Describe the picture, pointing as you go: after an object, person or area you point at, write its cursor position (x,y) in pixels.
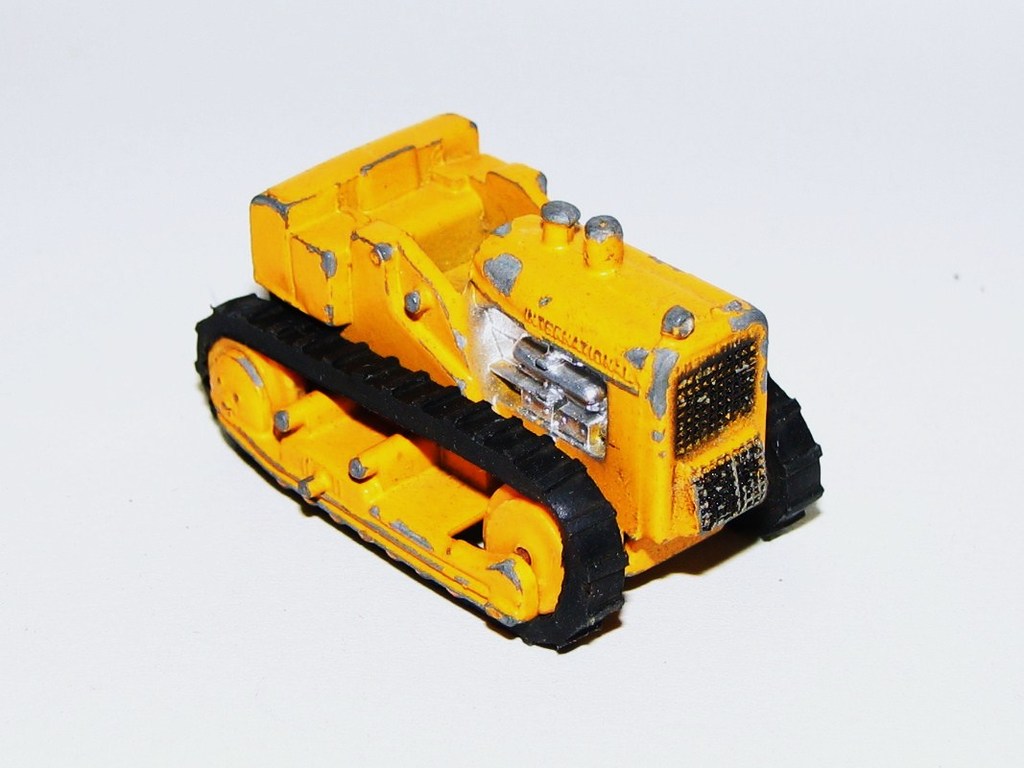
In this picture there is a toy vehicle (615,390). At the back (120,295) there is a white background (346,559).
